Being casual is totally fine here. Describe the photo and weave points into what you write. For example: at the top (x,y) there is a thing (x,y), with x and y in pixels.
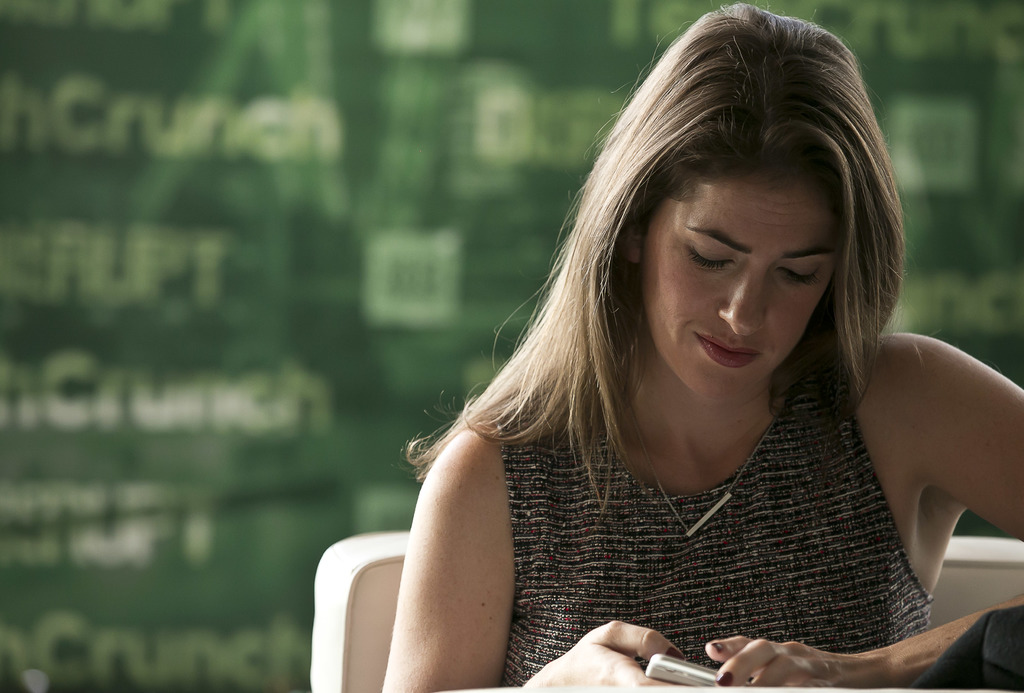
On the right side (795,410), there is a woman (886,388) in a T-Shirt (563,517), which is in black and silver color combination, holding a mobile (684,672) and sitting. And the background (148,82) is blurred.
